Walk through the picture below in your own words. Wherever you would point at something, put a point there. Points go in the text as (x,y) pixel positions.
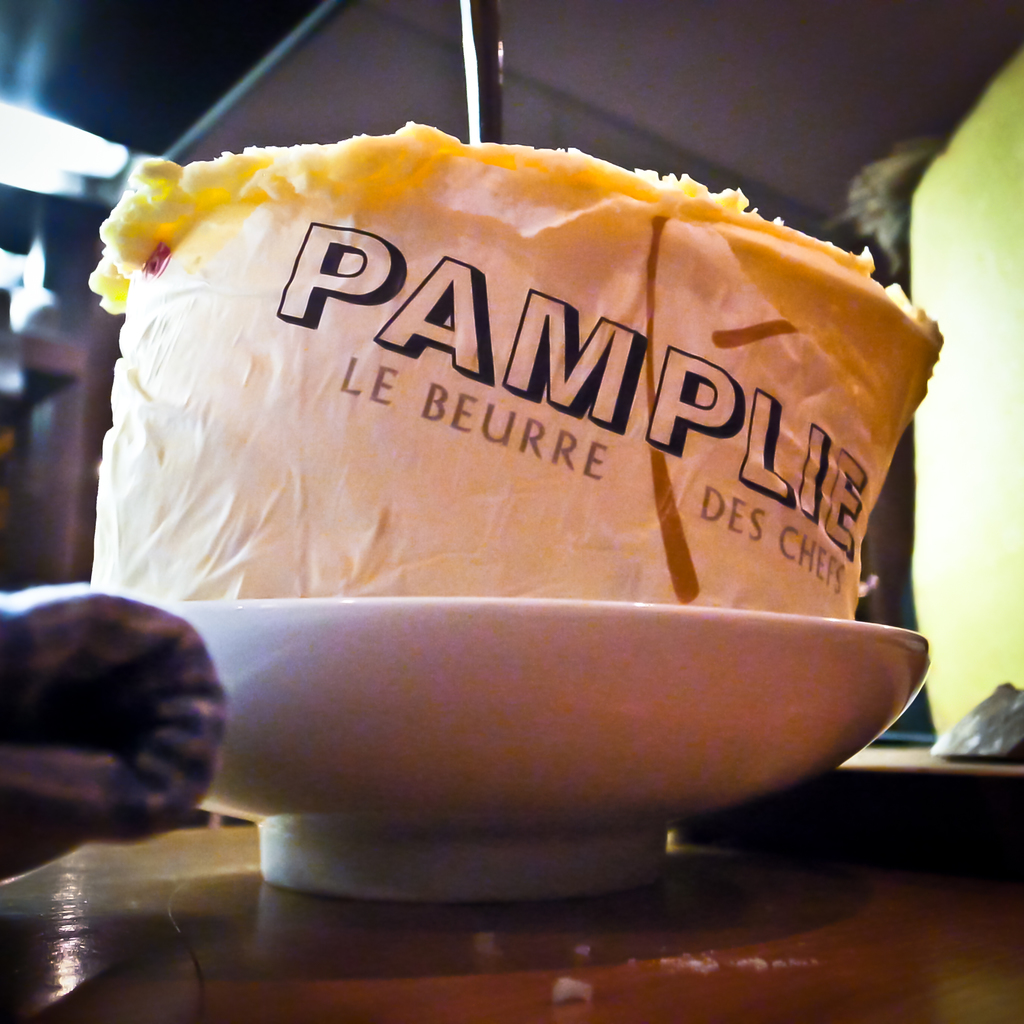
This image consists of some bowl (386,749). There is something in that bowl (290,628).
